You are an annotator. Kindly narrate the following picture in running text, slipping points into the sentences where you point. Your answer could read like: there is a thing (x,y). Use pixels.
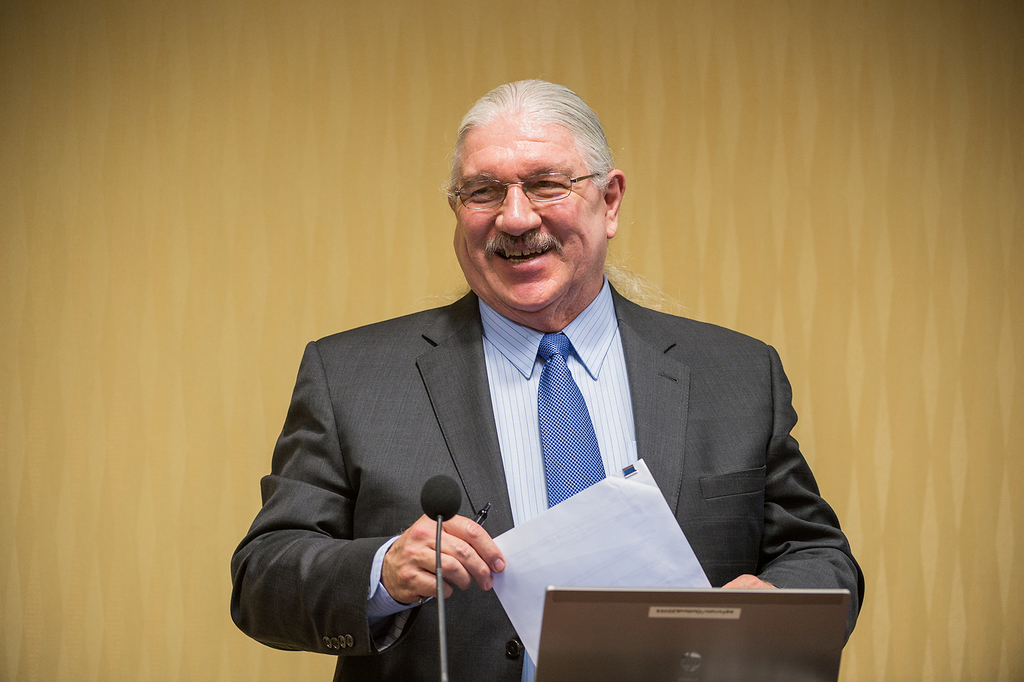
In this image I can see a person (358,482) standing wearing black blazer (726,431), white shirt (613,410), blue color tie (560,411). In front (441,608) I can see a microphone (442,576), background (896,241) the wall (750,209) is in brown color.
